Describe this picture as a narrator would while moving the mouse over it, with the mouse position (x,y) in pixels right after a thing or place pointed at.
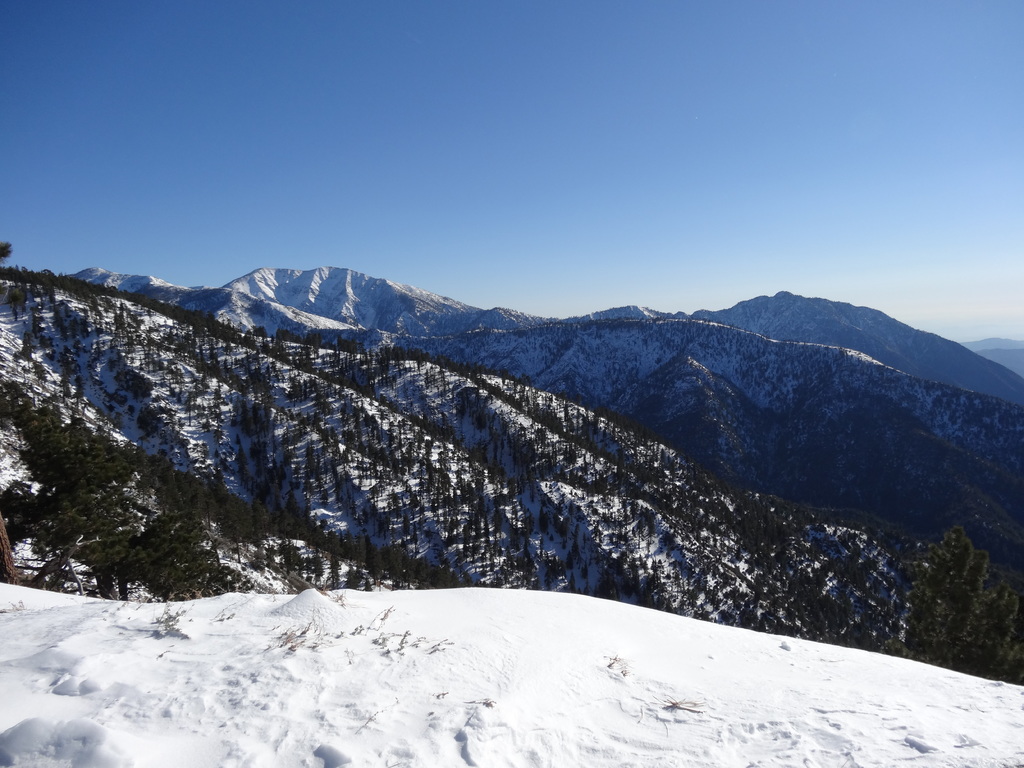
In this image I can see at the bottom (477,663) there is the snow (500,697), in the middle (554,413) there are trees (255,454), at the back side (773,358) there are mountains (562,389). At the top (449,147) it is the sky (432,142).
